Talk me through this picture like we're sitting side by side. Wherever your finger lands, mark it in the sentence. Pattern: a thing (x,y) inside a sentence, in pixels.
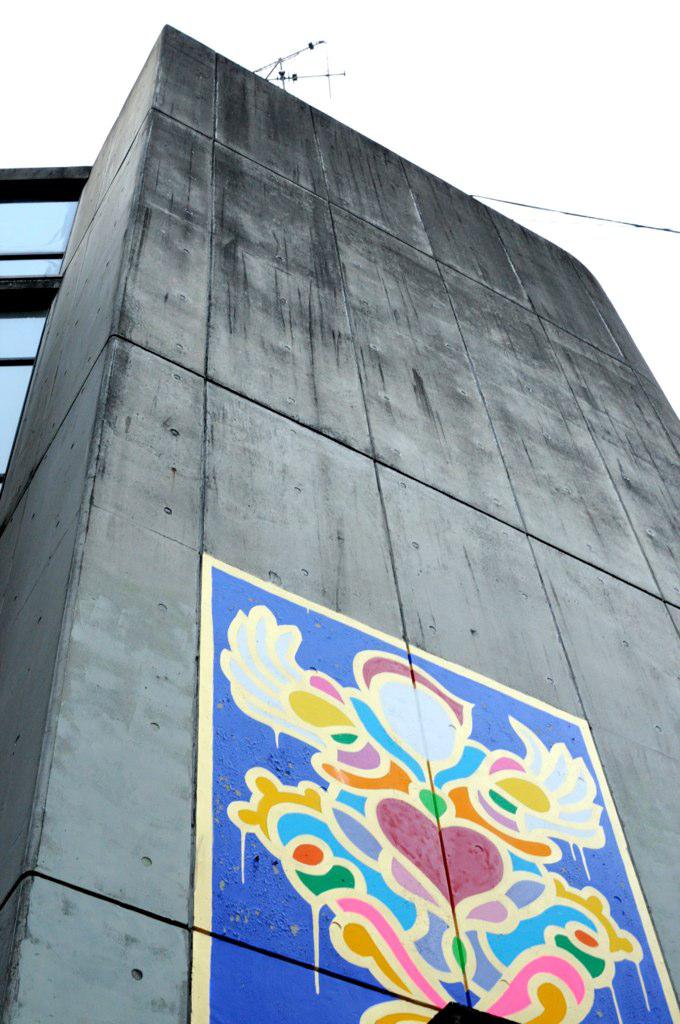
In this picture we can see a long grey color cement wall (250,496) on which colorful design poster (337,777) is stick. Above we can see a clear sky (364,70).
